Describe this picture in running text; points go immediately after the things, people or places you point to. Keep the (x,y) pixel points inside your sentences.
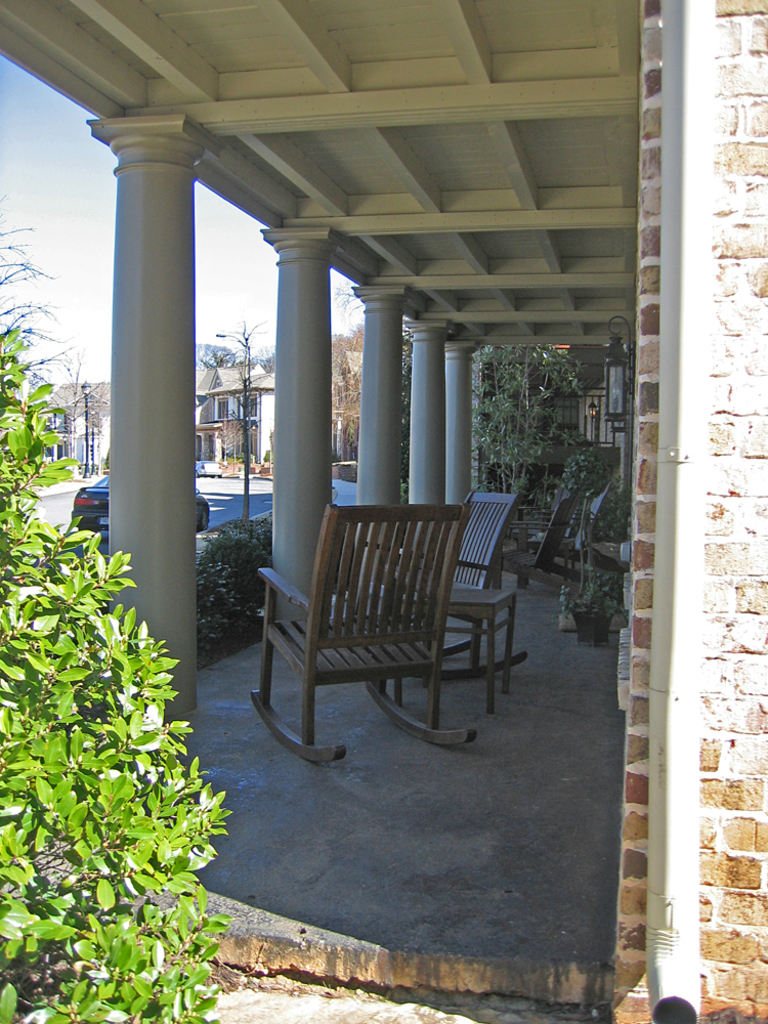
In this image we can see some houses (224,398), some chairs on the floor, some lights (616,337) attached to the wall (654,452), one white car (208,472) parked near to the house (235,407), some plants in the pots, some pillars (166,538), one black car (199,513) on the road (235,496), some lights (249,353) with poles (244,518), some trees (244,518), bushes (249,551) and plants (255,562) on the ground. At the top (246,315) there is the sky (41,299).
